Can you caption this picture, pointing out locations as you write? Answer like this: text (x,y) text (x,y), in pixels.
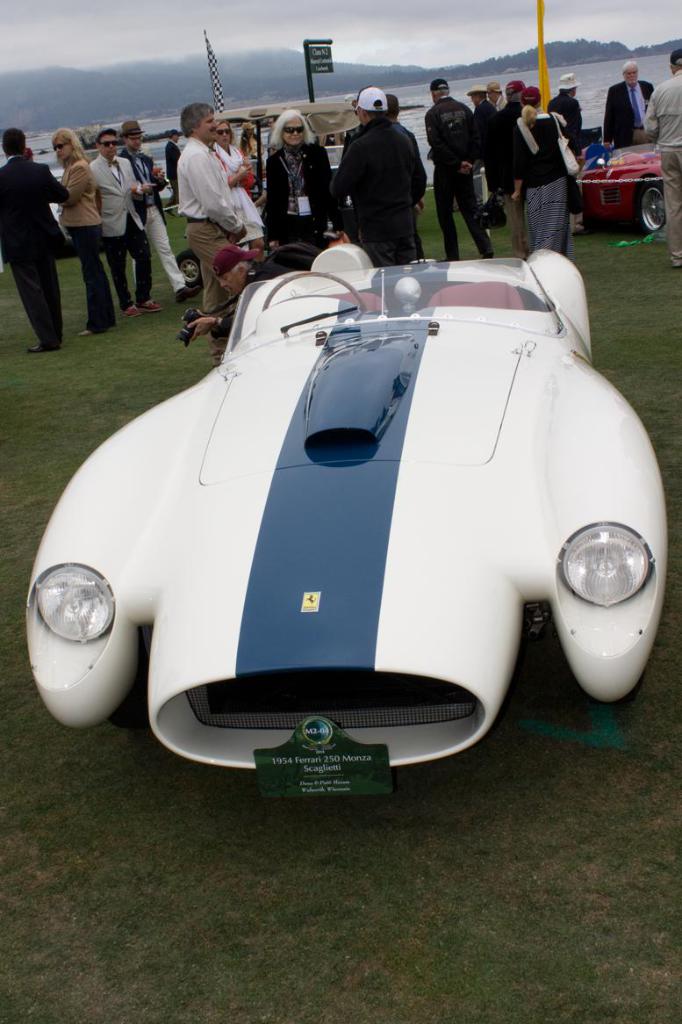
There is a car (327,485) with a green board (303,767) on it. Near to the car (258,288) a person (248,274) is wearing a cap (222,257) and holding a camera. In the back (209,169) there are many people (326,155). Some are wearing caps (369,98) and goggles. In the background (401,66) there is water (584,72), hills (222,60) and sky (404,39). On the ground (610,239) there is grass (610,239).
